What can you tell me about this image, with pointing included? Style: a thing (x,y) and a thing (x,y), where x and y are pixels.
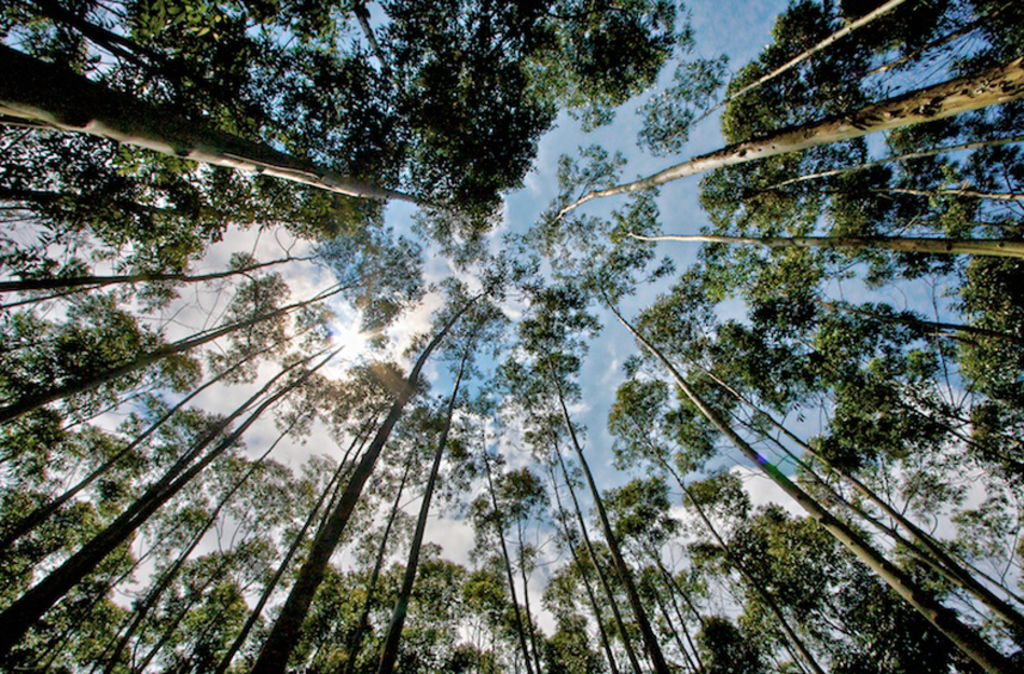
In the image we can see there are many trees (202,431) and a cloudy pale blue sky (423,289).
